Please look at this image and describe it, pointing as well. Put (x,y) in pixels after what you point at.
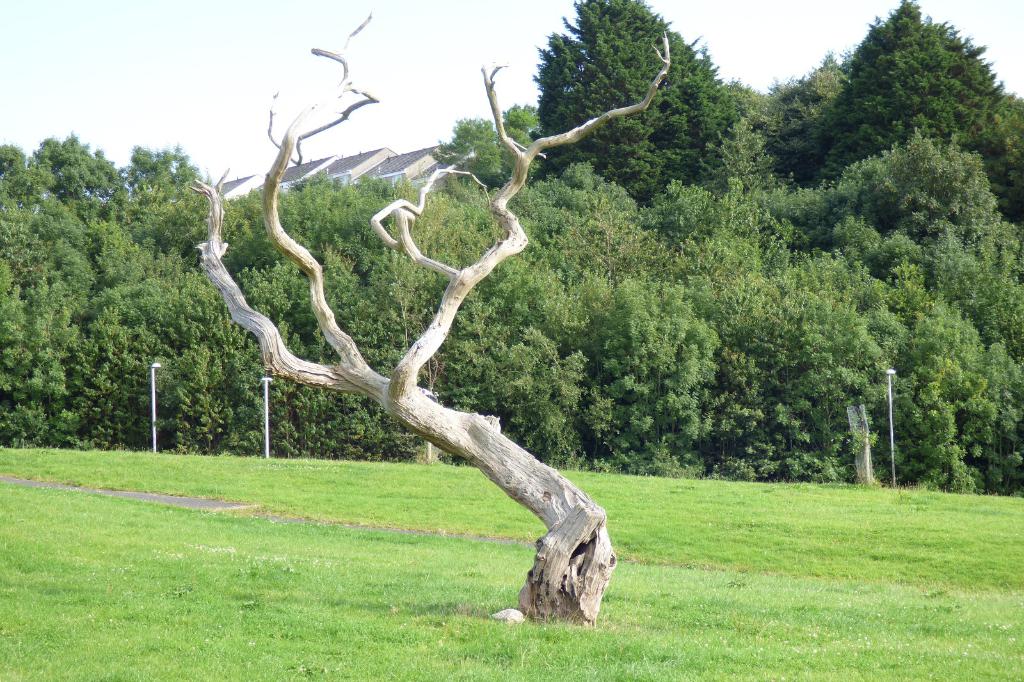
In this picture we can see the grass (504,648), poles (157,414), trees (645,326), roof (323,166) and in the background (192,62) we can see the sky (168,62).
